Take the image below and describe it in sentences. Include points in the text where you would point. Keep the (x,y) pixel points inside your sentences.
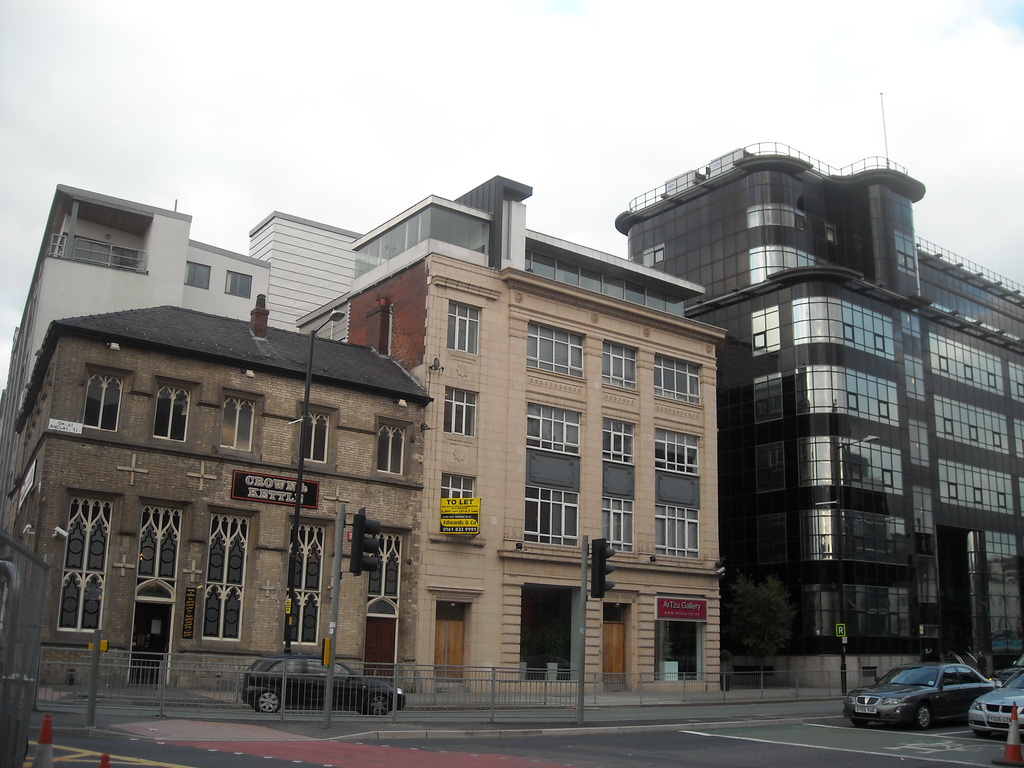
In the center of the image (398,349) there are buildings (406,571). There are poles (338,535). There are traffic lights (604,545). At the bottom of the image (763,762) there is road (828,743). There are cars (924,708). There are safety cones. At the top of the image (541,106) there is sky (432,123).
